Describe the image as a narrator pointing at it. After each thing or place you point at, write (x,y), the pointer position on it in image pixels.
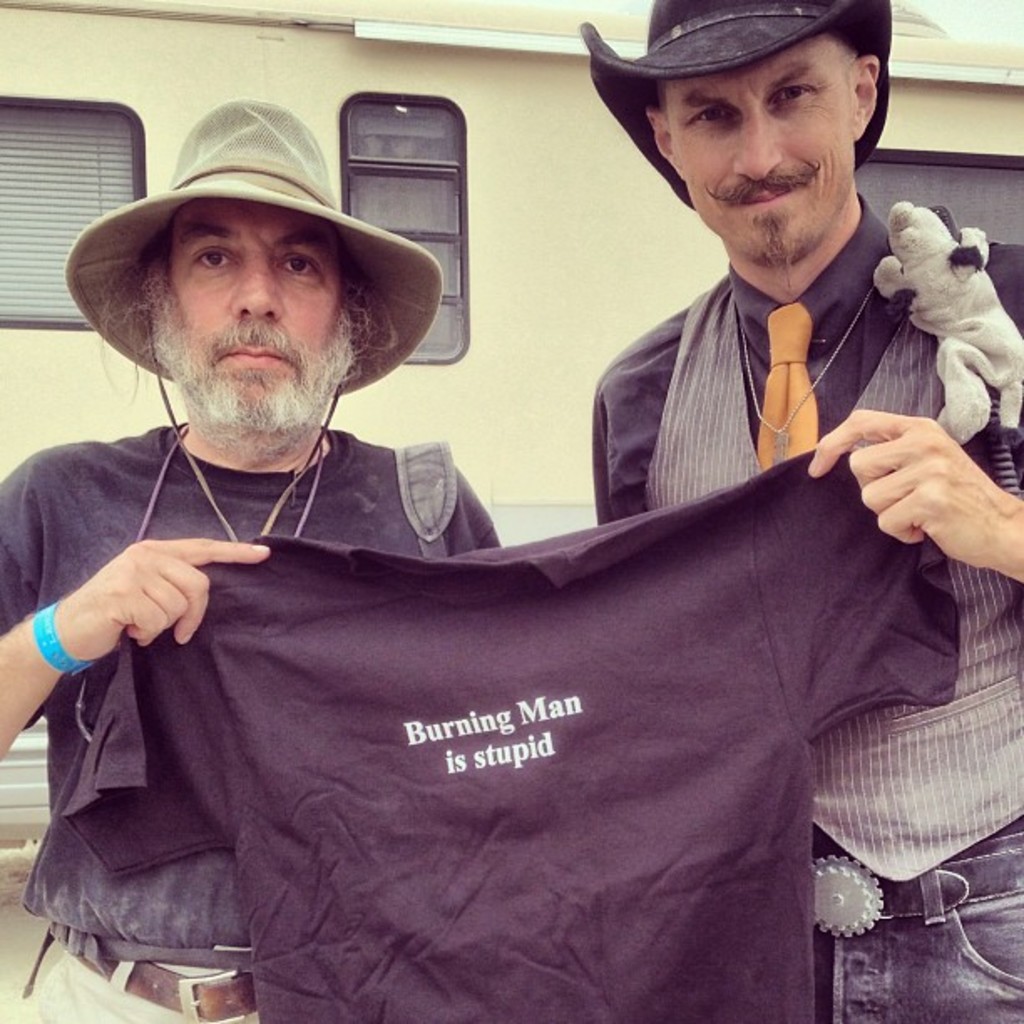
In this picture we can see two men (700,345) standing and holding a t-shirt (631,702), they wore caps (269,190), in the background (421,191) we can see a window (381,212) here.
